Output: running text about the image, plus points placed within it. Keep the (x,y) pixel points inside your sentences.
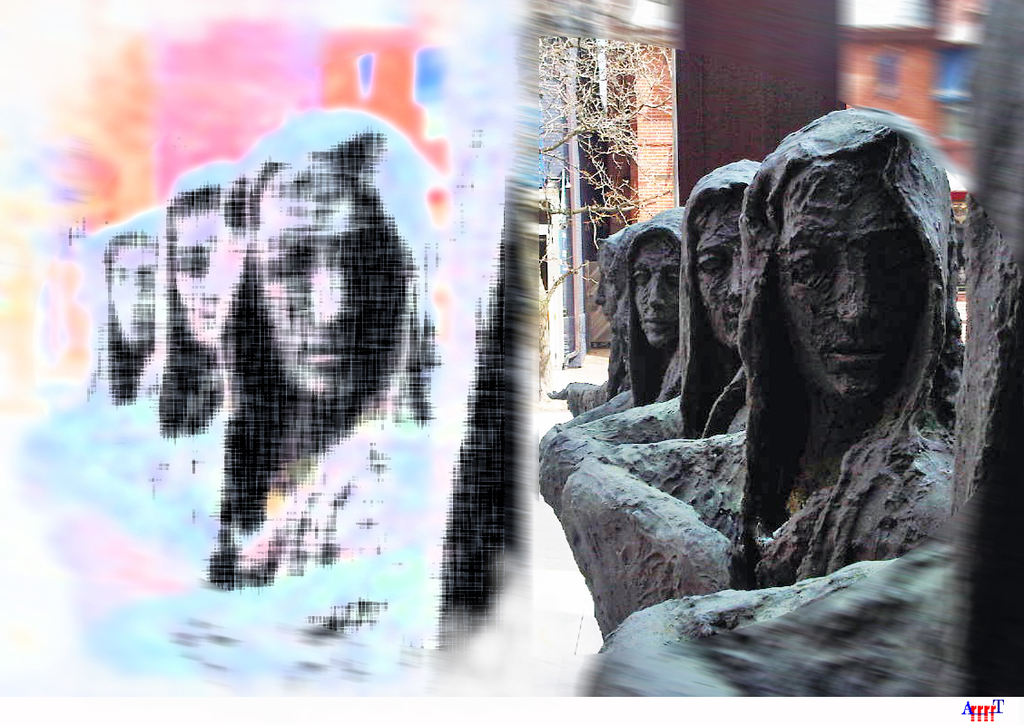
In this image we can see statues (724,401) on the right side (690,413). In the back (826,95) there is a building (716,82). Also there is a tree (591,121). On the left side of the image (207,314) there is a photo effect.
